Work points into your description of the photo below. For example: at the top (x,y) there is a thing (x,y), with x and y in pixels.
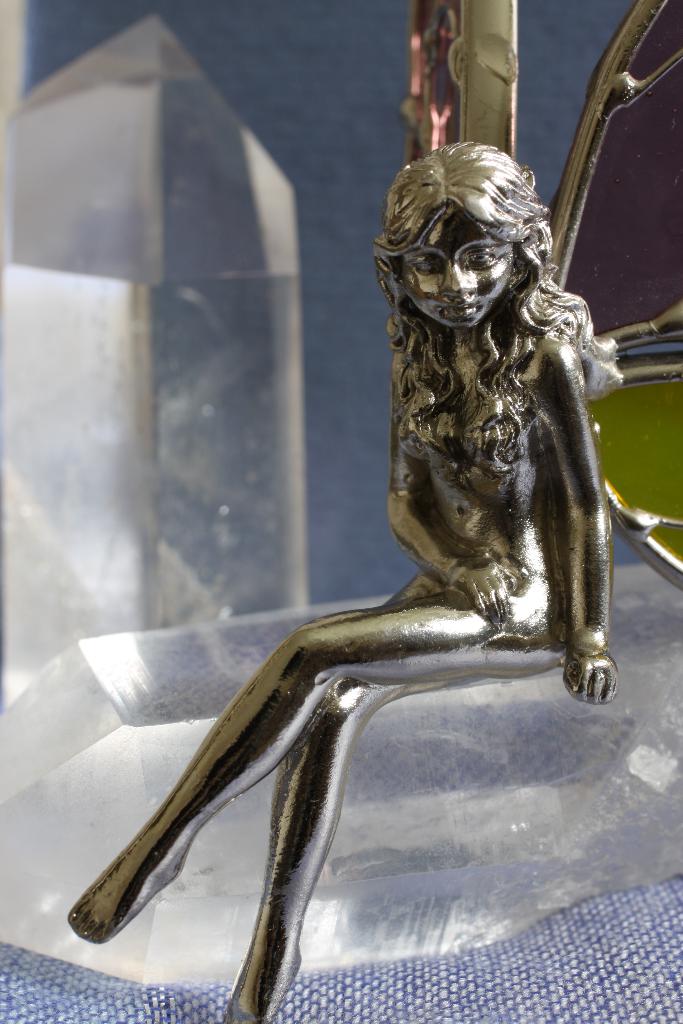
In this picture we can see a statue (513,584) and some objects (625,824).
